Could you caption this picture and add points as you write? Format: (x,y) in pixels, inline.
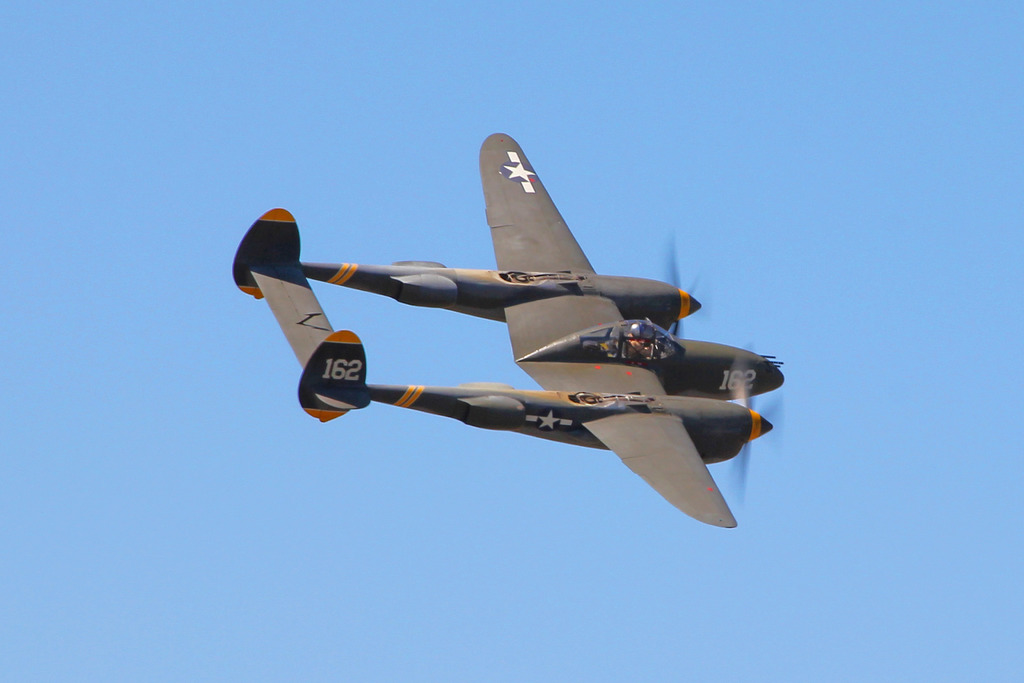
In this image there is an aircraft (405,273) flying in the sky (267,357).
